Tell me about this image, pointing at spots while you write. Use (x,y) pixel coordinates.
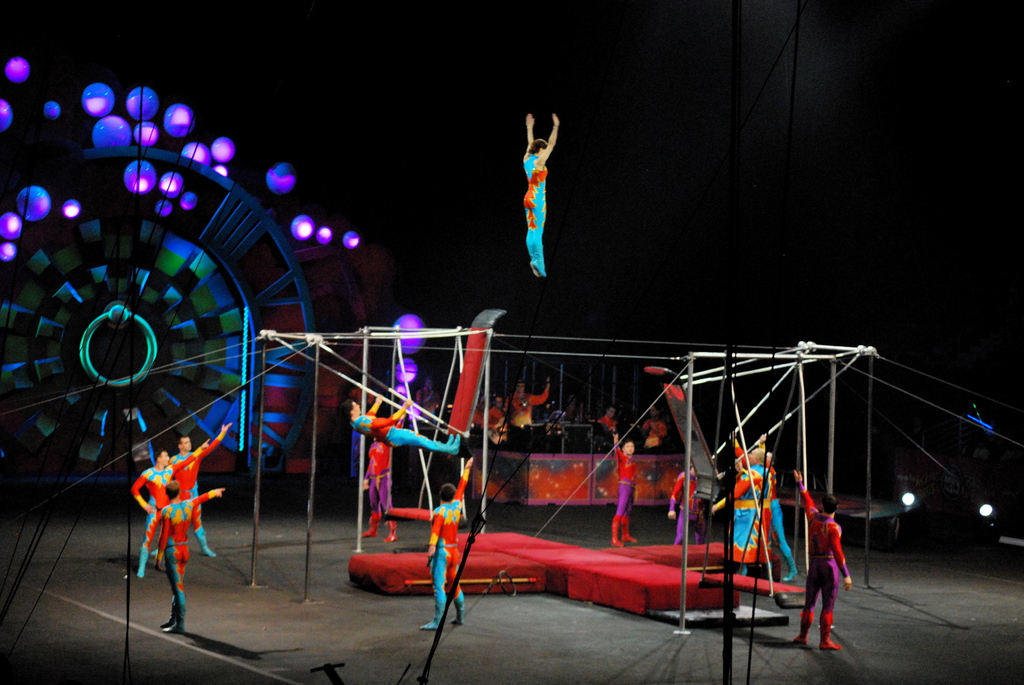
Here in this picture we can see number of people (629,517) standing on the ground (311,589) over there and we can see some people (741,558) are performing gymnasts in the middle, as we can see some frame (812,343) present over there and we can also see other people (664,427) sitting and standing over there and on the right side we can see lights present and on the left side (289,396) we can see some decoration (301,396) done over there.
